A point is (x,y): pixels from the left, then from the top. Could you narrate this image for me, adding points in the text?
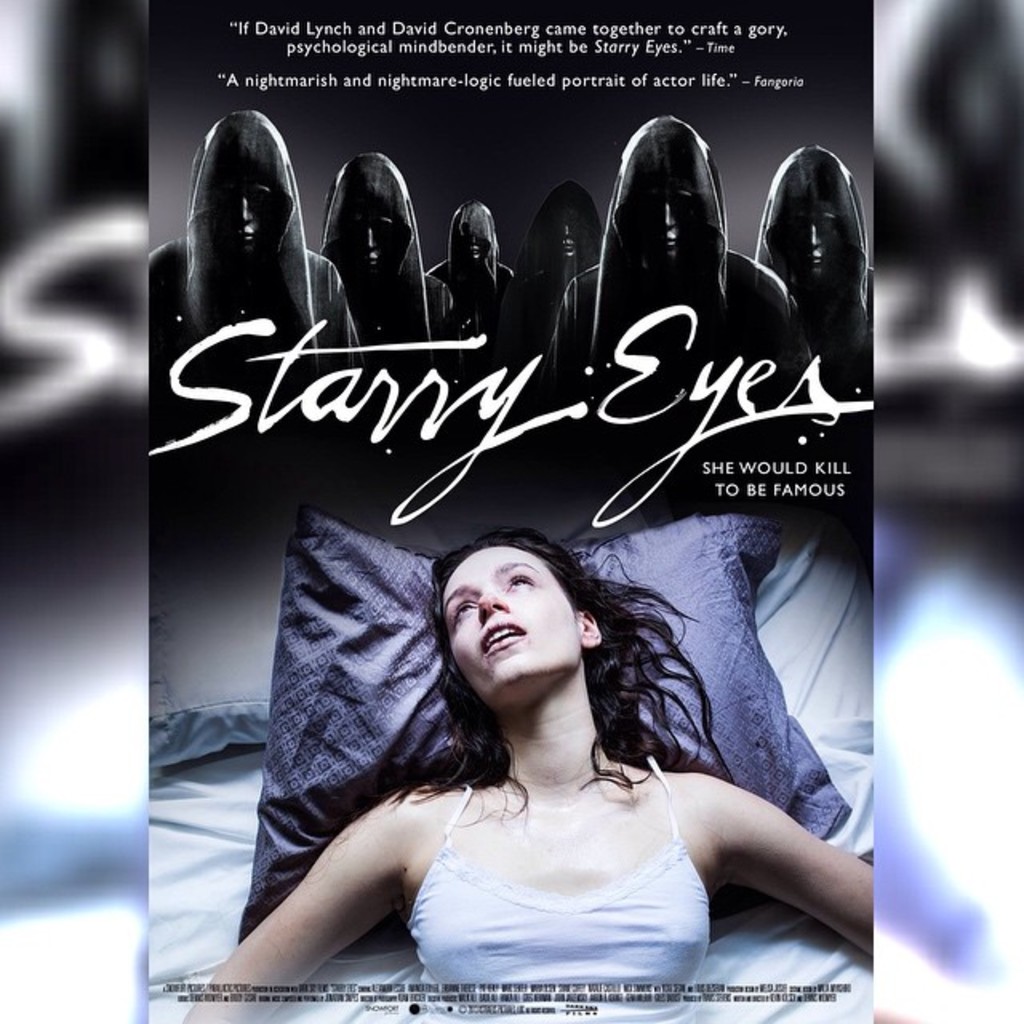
In the foreground of this poster, there is a woman (540,851) lying on the bed (204,855). On the top (586,83), there is some text (539,81) and few persons (624,257) wearing hoodies (284,268) and also a text (216,389) written as "STARRY EYES" and the background (15,410) is blurred.
